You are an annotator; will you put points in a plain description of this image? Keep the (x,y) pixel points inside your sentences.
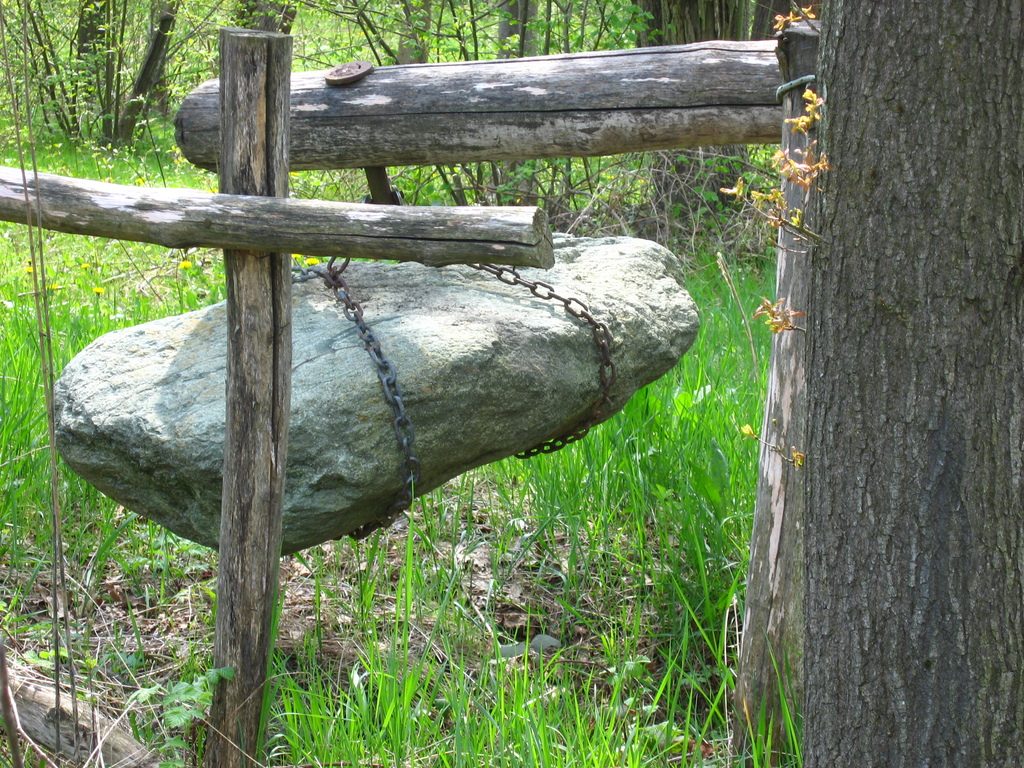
In the image there are wooden poles (240,292). There is a stone (395,339) hanging to the poles (325,114) with the chains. On the right side of the image (858,130) there is a tree trunk (843,132). In the background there are trees (125,90) and on the ground (381,674) there is grass (447,683).
